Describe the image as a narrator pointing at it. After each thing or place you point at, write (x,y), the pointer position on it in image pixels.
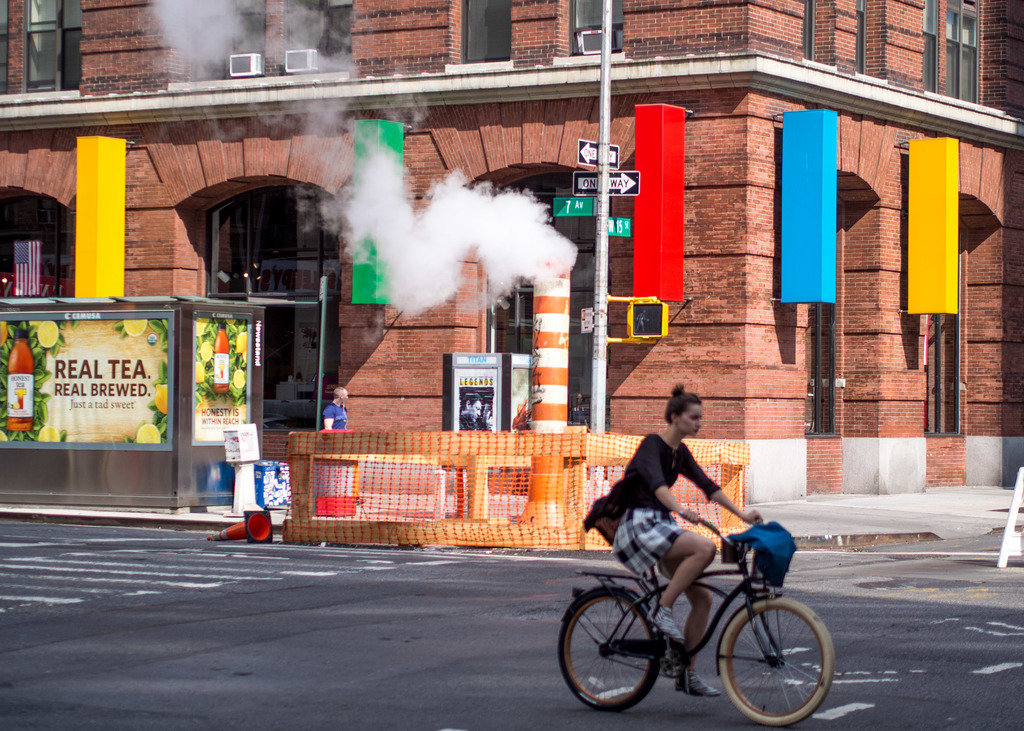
It's a building (705,147) and in the middle (526,253) a smoke (441,239). In the front (636,636) a girl (645,550) is riding a bicycle (576,617).
